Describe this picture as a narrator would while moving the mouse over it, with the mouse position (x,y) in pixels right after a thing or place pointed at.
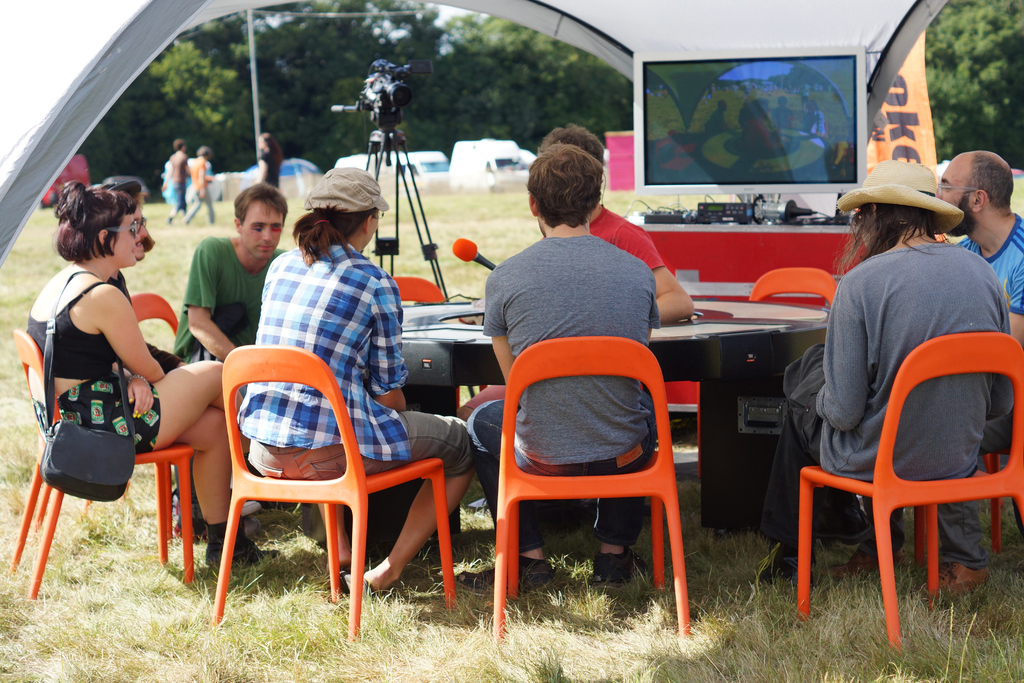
There is a black color table (477,327). Around that table (419,317) some people (925,266) are sitting on the orange color chairs (241,377). And in front of them there is a TV screen (675,140) on the table (696,244) and a video camera (399,106). In the bottom (733,613) there is a grass (246,652). Lady (87,344) with black dress (93,410) is wearing a black color bag (87,455).
